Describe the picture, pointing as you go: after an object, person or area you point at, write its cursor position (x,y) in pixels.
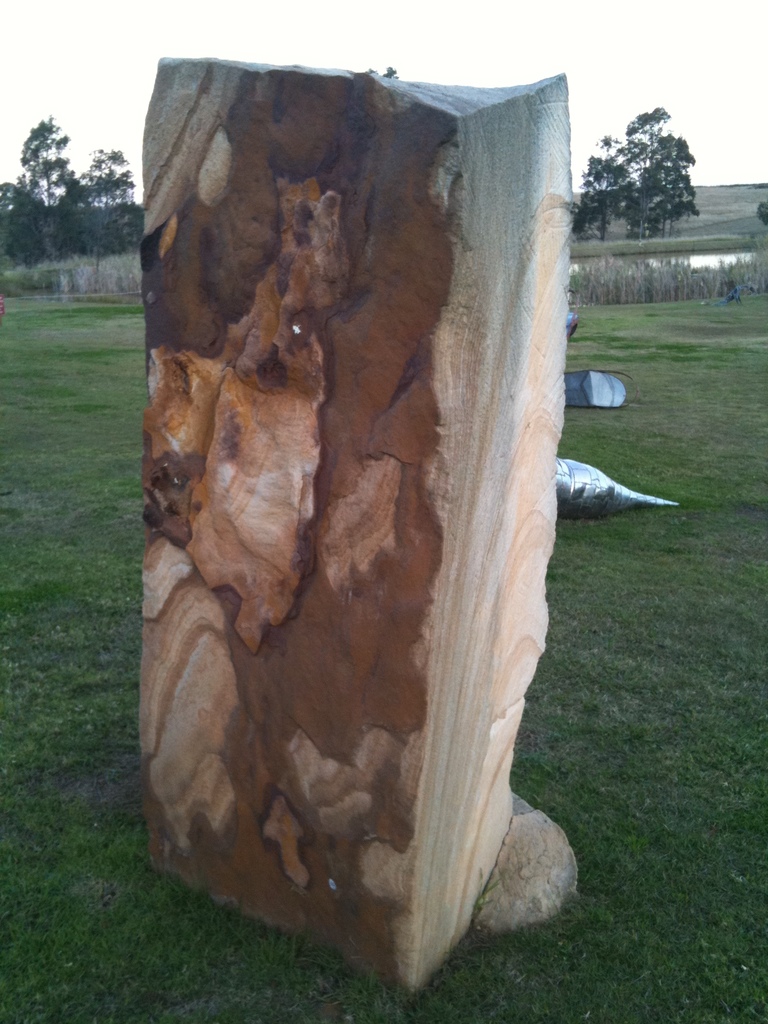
In this picture I can see a rock (506,796), and there is grass (145,378), plants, trees (692,187), water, and in the background (647,28) there is sky (267,56).
